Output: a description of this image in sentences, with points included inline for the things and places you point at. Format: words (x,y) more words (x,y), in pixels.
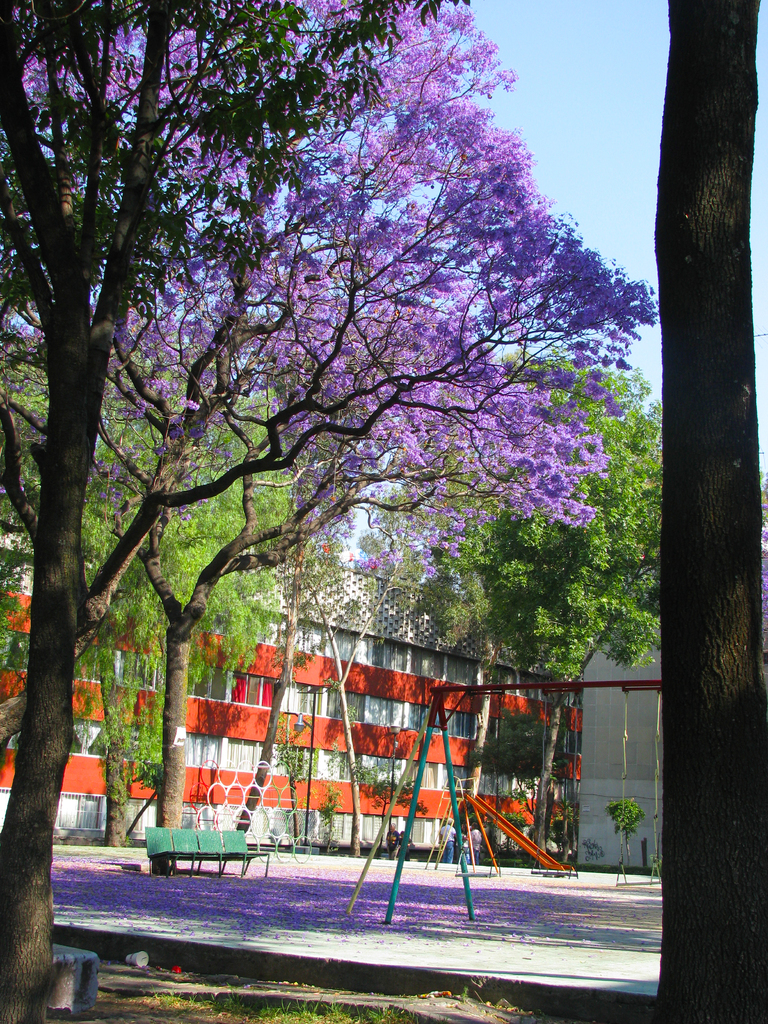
In the foreground of the image (249,836) we can see some chairs (186,844), rings (301,860), a slide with ladder (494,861), swings (621,860) and a group of people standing on the ground (367,958). In the left side of the image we can see a tree (385,392) with flowers (373,249). In the background (392,600), we can see a group of trees (689,63), a building (384,685) with windows (75,808) and railings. At the top of the image (654,256) we can see the sky (589,132).
